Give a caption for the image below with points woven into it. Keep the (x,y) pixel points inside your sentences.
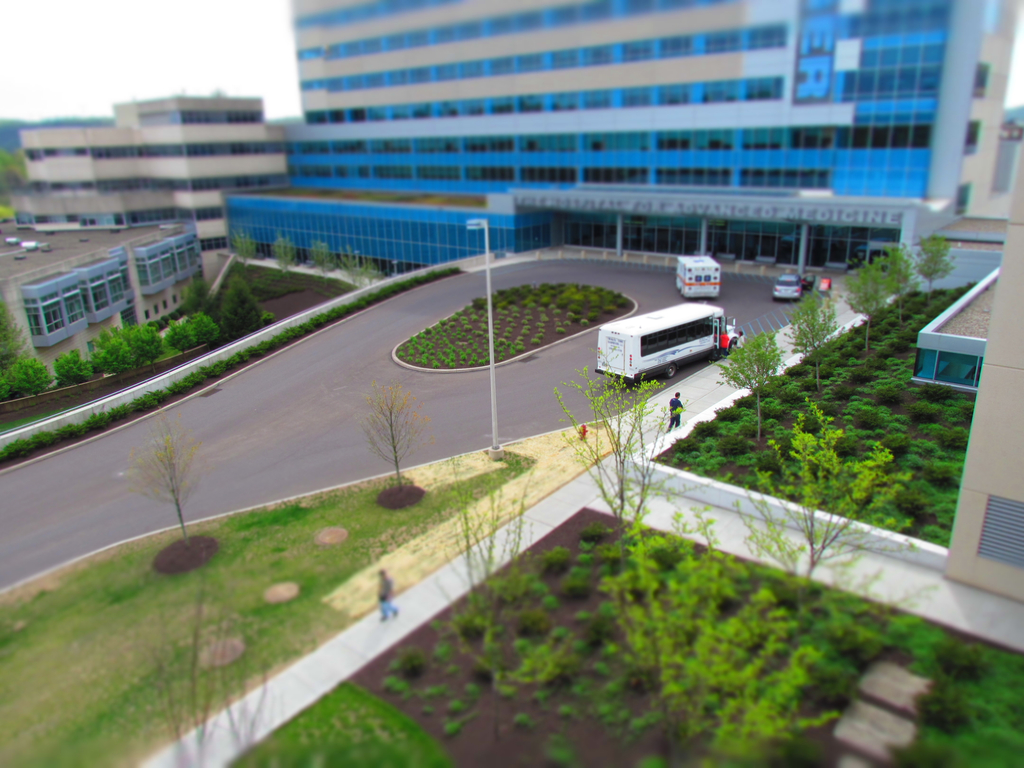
This image is taken outdoors. At the bottom of the image (511,666) there is a ground (367,712) with grass (367,712), plants (549,669) and a few trees (812,460) on it and there is a road (93,481). In the background (376,170) there are a few buildings (353,218) with walls (133,208), windows (282,152), doors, balconies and roofs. On the right side of the image (1021,489) there is a house (968,528). In the middle of the image (619,333) a few vehicles (657,313) are moving on the road (750,295) and there is a street light (485,240). Two men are walking on the sidewalk (501,535).
